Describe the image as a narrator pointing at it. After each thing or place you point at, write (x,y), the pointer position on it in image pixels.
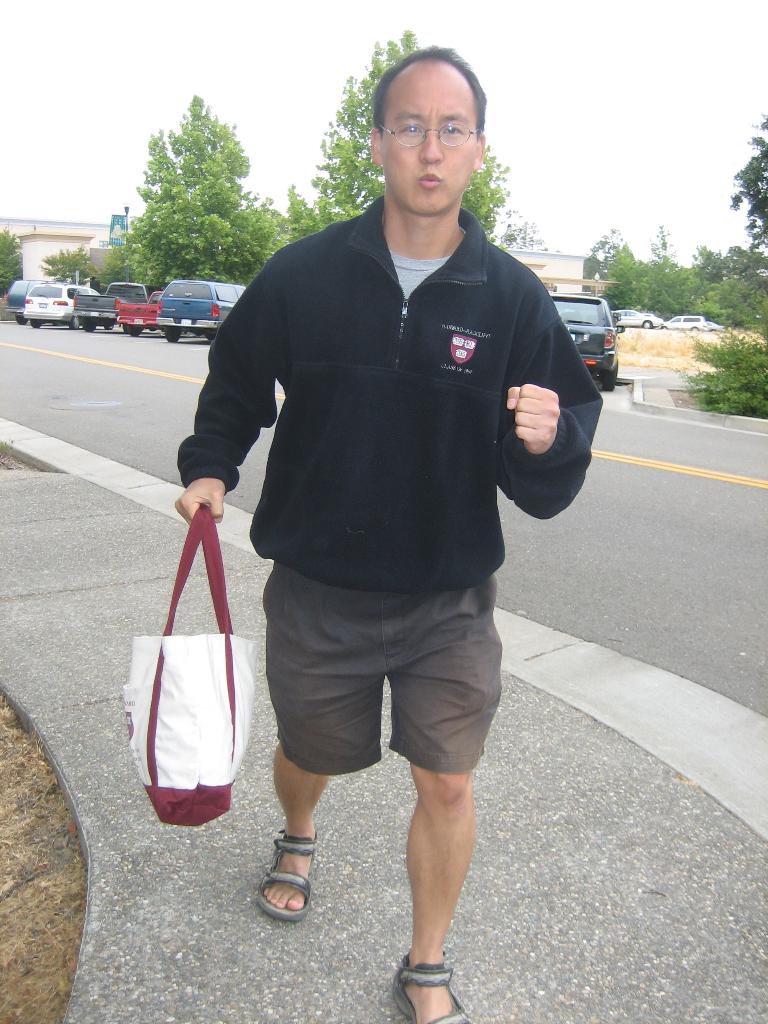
In this image the man (351,534) is holding a bag (160,731). At the back side (137,303) there are vehicles (172,303) and a trees (179,241).
